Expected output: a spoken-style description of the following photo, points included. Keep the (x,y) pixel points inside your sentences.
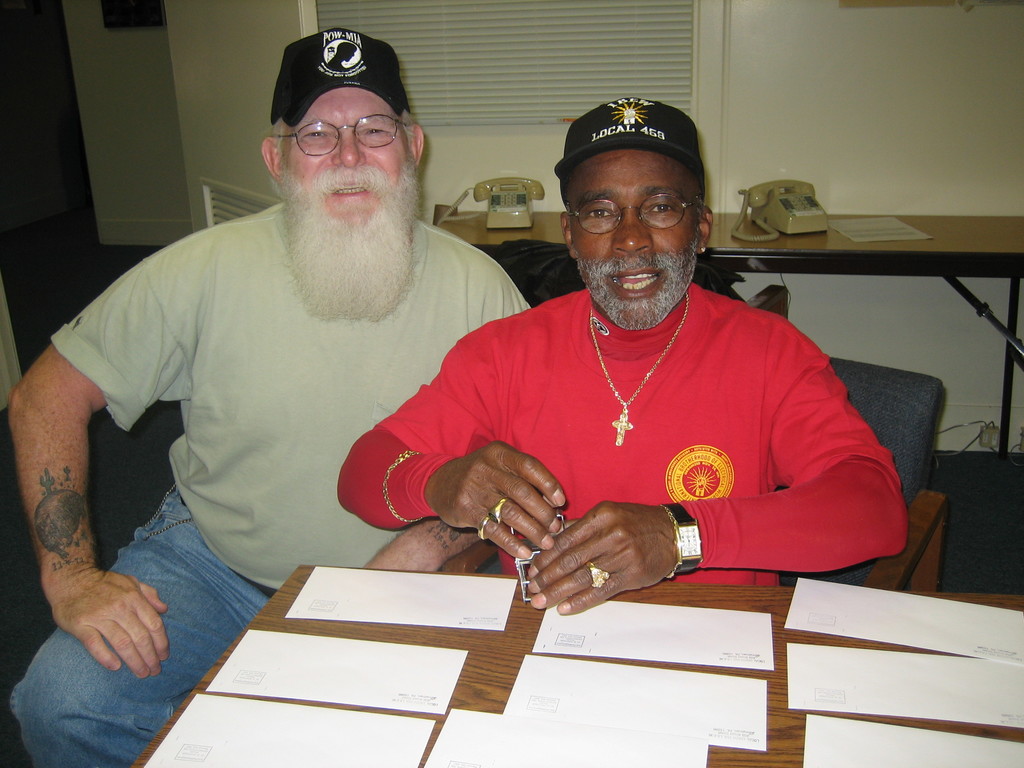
In this picture we can see two persons (423,375) one is sitting on chair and other is in knee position and both wore spectacle (678,212), cap (618,144) and in front of them there is table (518,640) and on table (412,643) we can see envelopes (619,667) and in background (684,30) we can see two telephones (765,206), wall (784,73), window (536,59).
